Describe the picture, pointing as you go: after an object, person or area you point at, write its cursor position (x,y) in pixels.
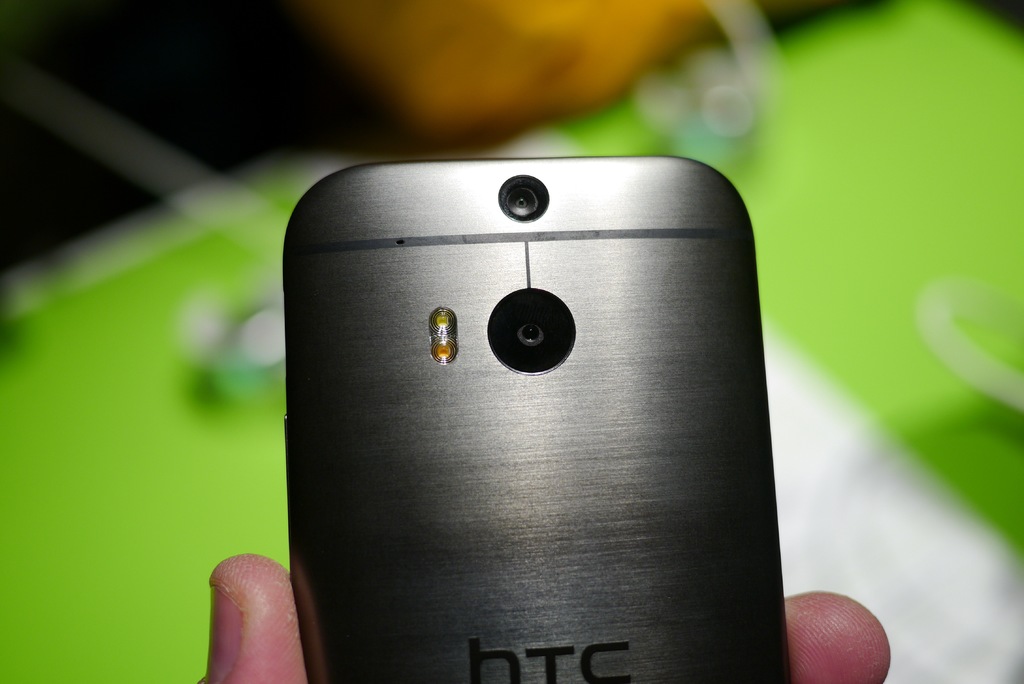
In this image we can see a human hand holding the mobile phone (574,377).
